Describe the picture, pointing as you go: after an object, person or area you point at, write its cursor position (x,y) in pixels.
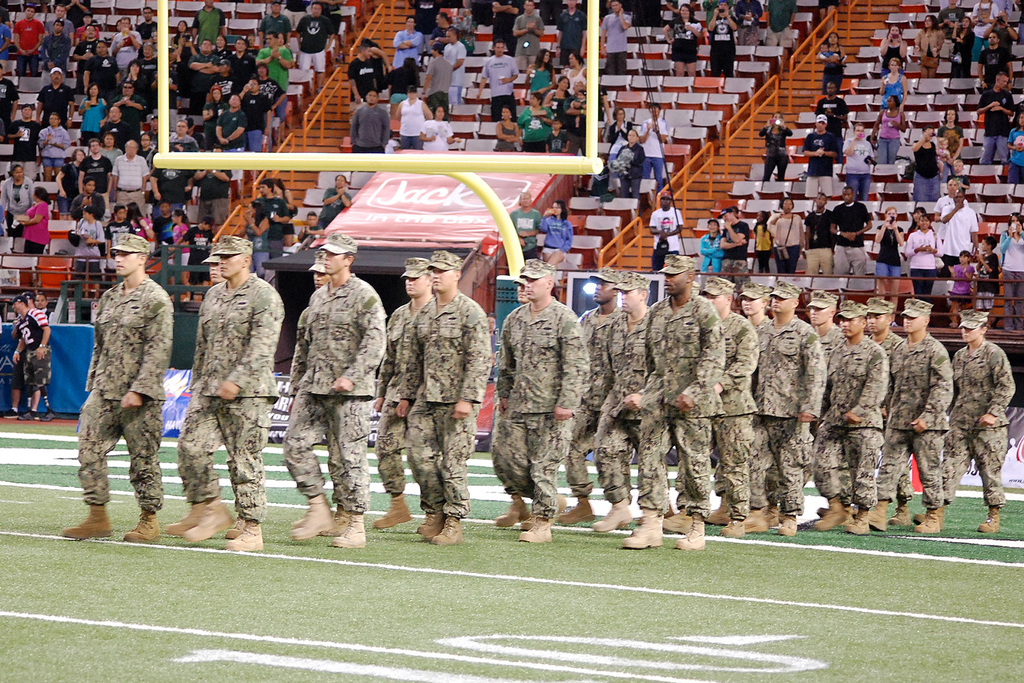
In this picture we can see a few people (89,483) standing on the ground (53,605). We can see a few people (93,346) holding objects (73,237) and some people (1004,121) are standing at the back (123,186). There are a few banners (64,388), yellow object (211,158), fencing (241,210) and chairs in the background (727,91).
